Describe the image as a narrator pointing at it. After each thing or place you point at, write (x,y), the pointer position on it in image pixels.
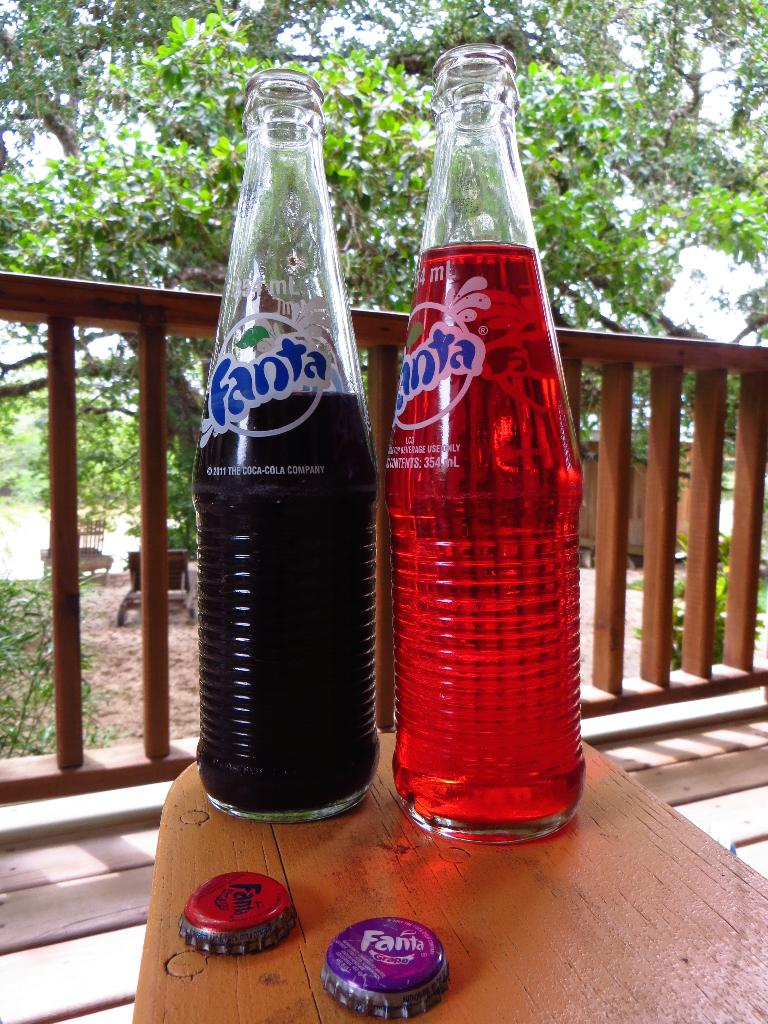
The picture consists of two cool drinks (414,572) on the table (487,846) where their caps (247,947) are kept on it, behind that there is an open place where some trees (614,119) are present under the trees (168,541) there are two benches (83,570) are present.
